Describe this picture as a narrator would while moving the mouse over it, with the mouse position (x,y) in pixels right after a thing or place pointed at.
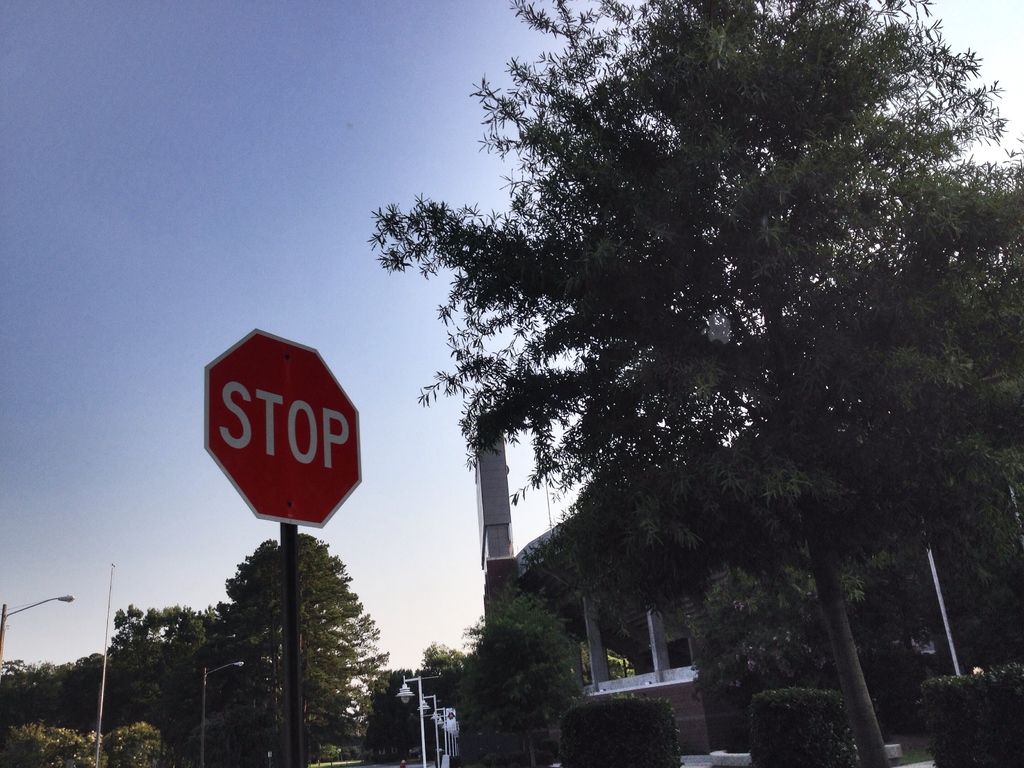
In this image we can see some signage board (289,481) which indicates stop, there are some trees (190,707), lights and in the background of the image (735,636) there are some trees (725,620).
